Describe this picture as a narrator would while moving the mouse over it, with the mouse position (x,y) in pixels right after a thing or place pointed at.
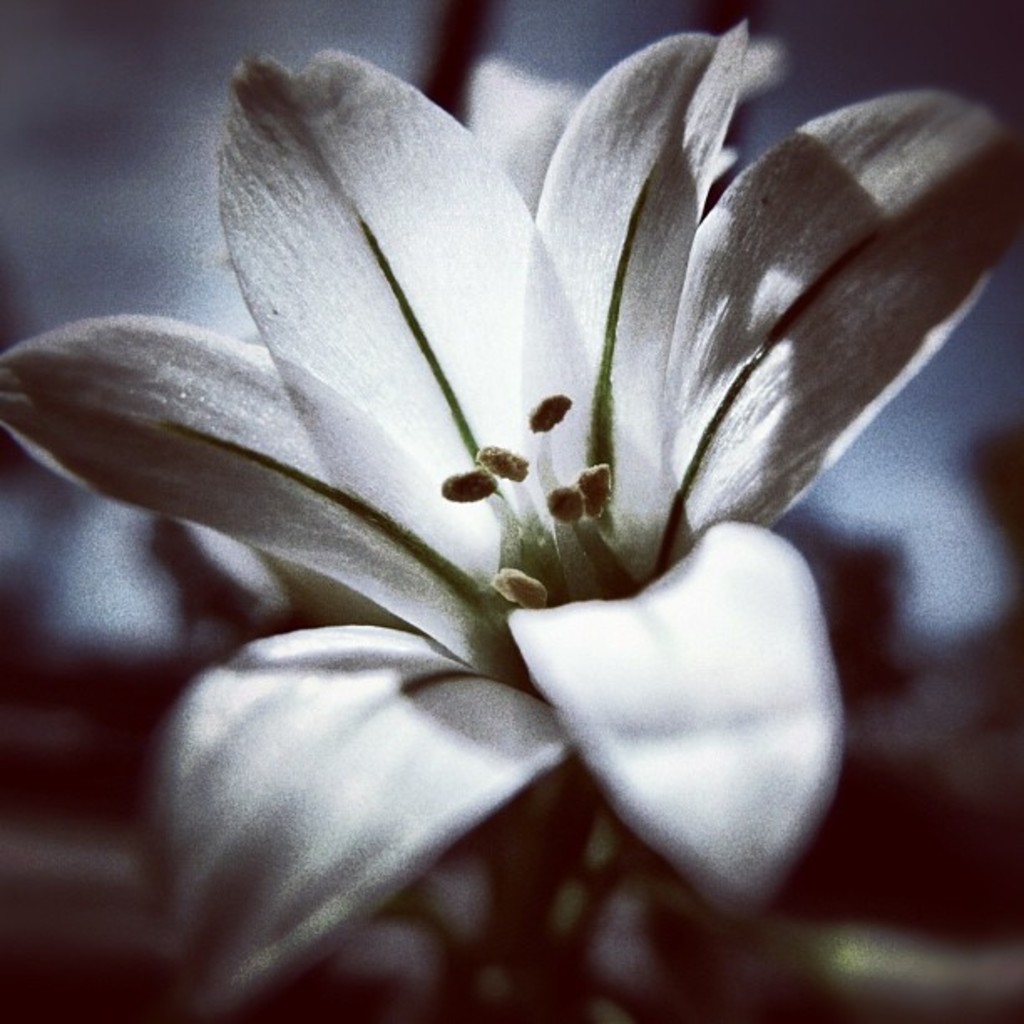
In this image we can see a flower (509,590) and blur background (116,84).
